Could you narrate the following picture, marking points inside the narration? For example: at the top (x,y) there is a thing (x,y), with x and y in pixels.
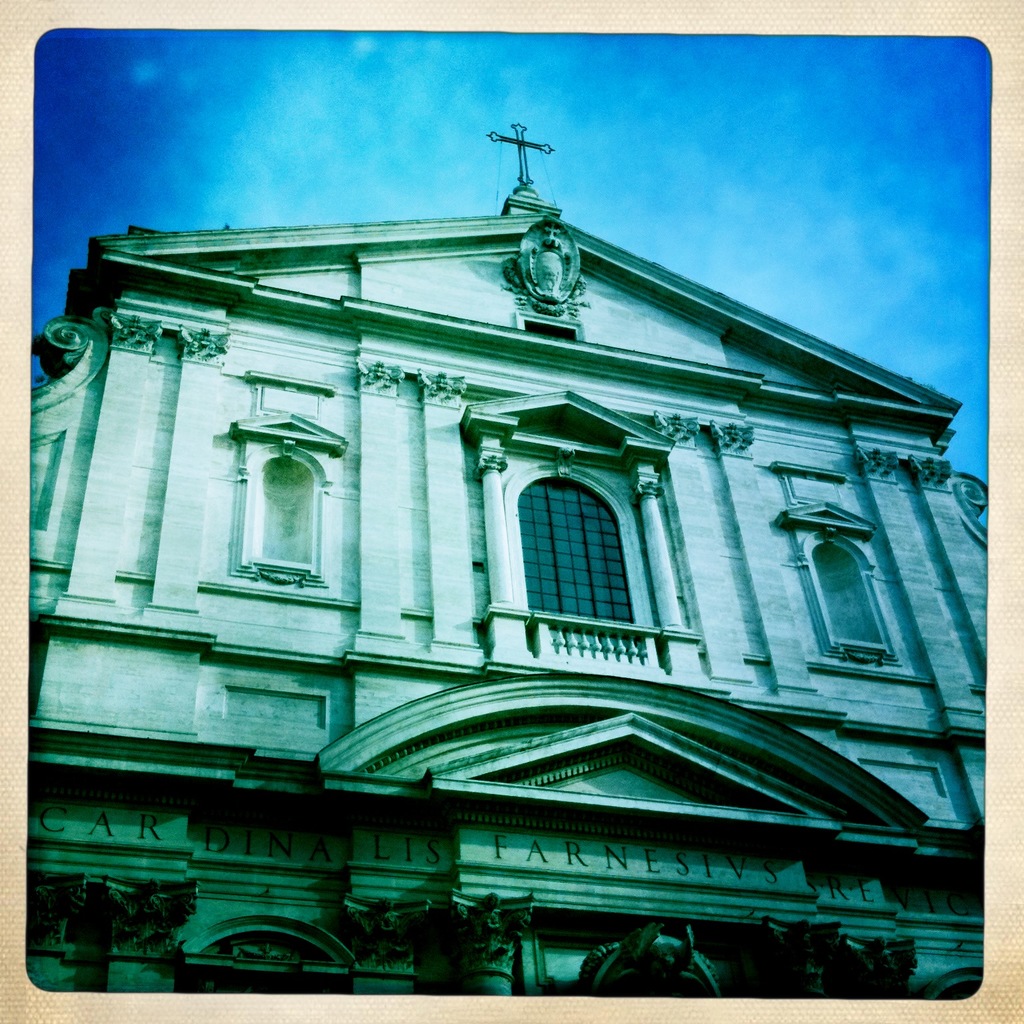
In the center of the image (504,485) there is building (484,610). In the background (513,185) we can see sky (135,104) and clouds (303,67).
